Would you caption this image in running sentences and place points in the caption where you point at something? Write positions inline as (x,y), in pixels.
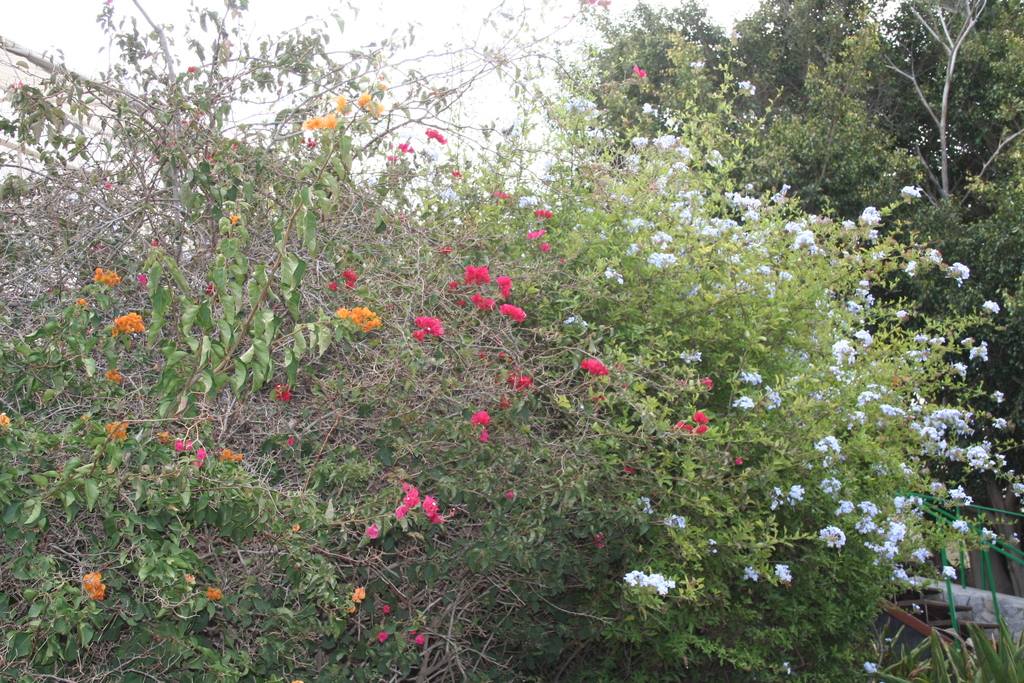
There are many plants (448,421) with flowers (836,366). In the back (857,98) there are trees (820,122) and sky (259,123).
